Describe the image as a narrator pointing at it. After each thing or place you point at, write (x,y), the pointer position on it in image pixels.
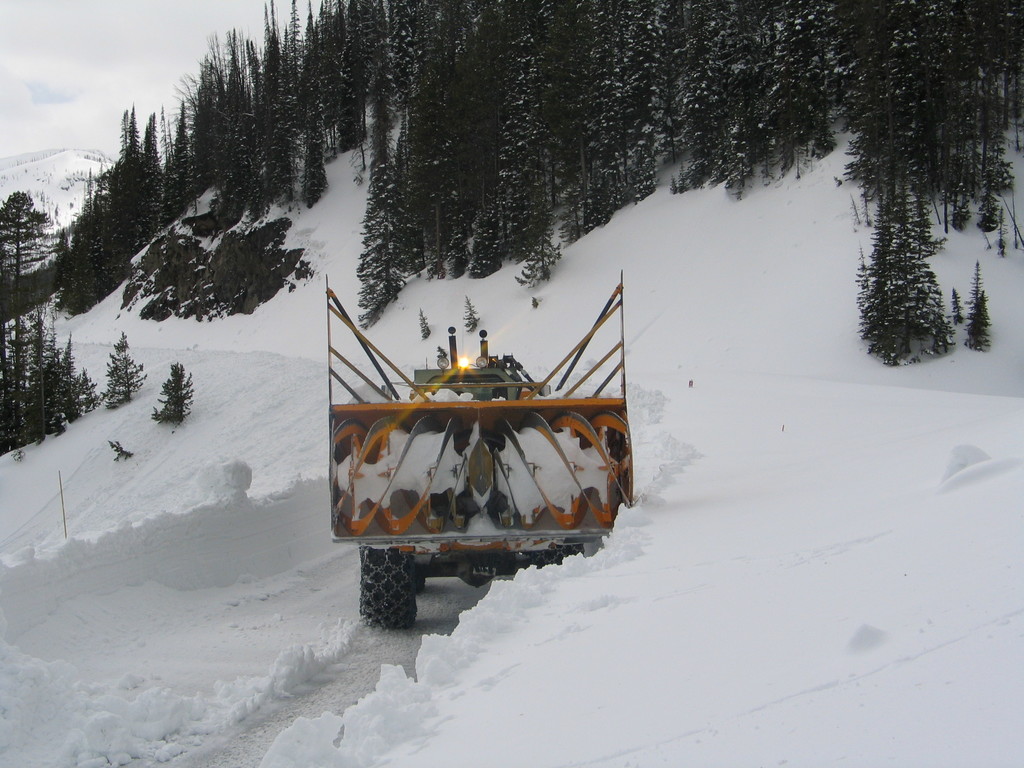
In this image it seems like there is a truck (416,497) in the snow (446,470). In back of the truck (550,523) there are trees (550,127) which are covered with the snow (632,89). At the bottom (674,651) there is snow (767,572). In the middle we can see a small light (462,367).
